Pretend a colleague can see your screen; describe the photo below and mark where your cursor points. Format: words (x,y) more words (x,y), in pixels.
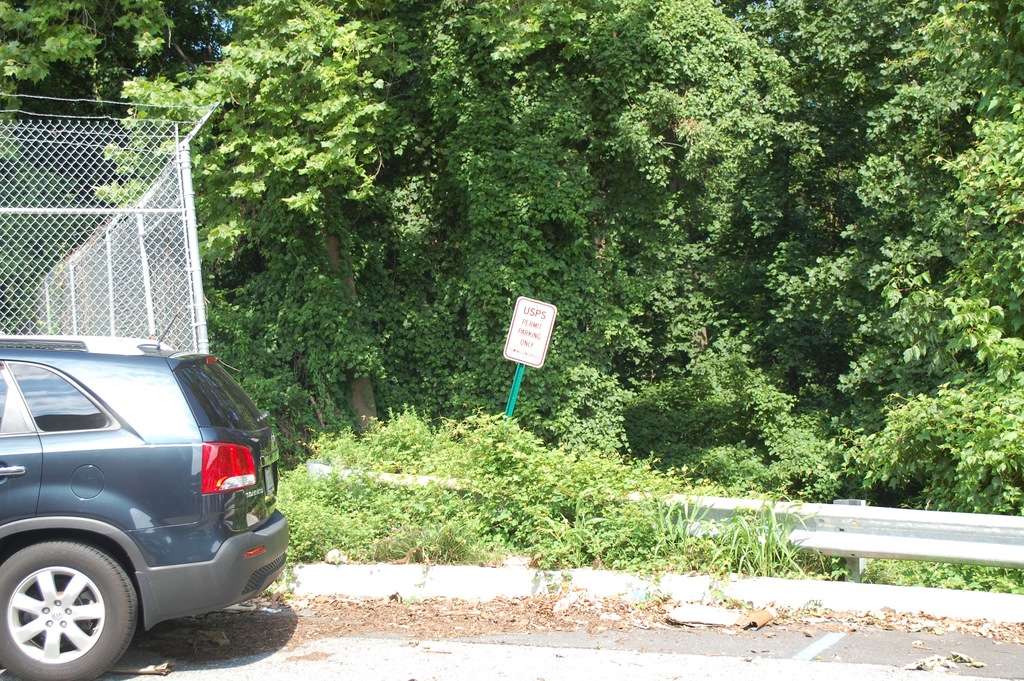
In this image we can see there are trees (293,436) and board (535,332). And there is a vehicle (64,425) on the road (654,670), beside the vehicle (34,371) there is a fence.
